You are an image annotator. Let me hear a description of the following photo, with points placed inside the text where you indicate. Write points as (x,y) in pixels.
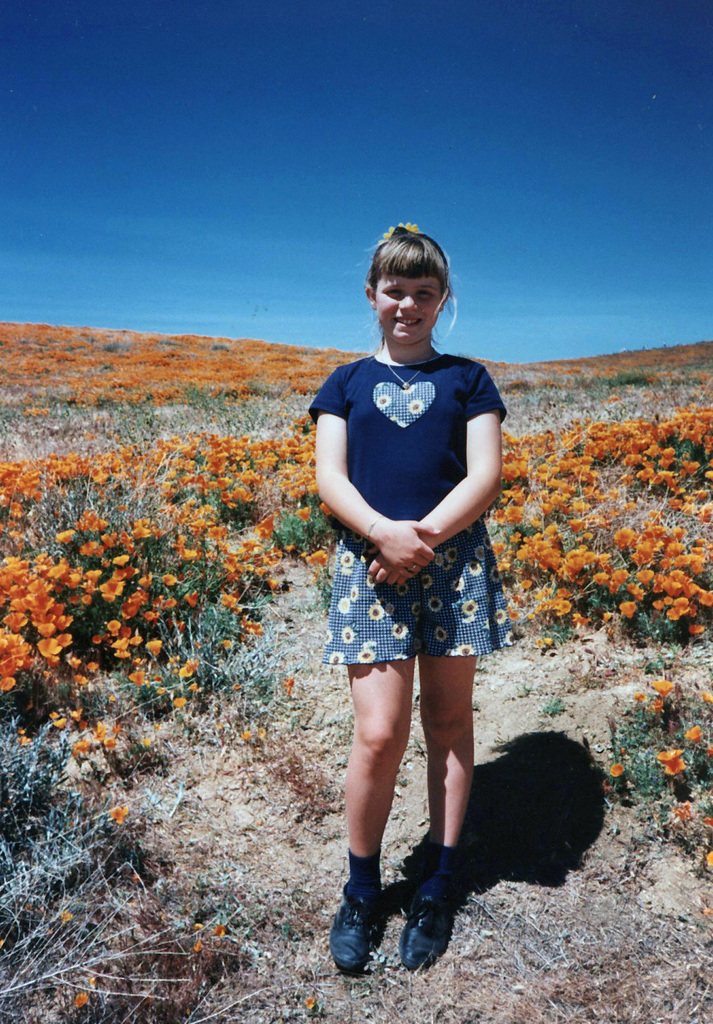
In this image there are plants (226,488) with orange color flowers (533,542). In the middle of the plants (309,508) there is a girl (371,357) standing on the ground (589,851). In the background of the image (289,244) there is a sky (531,222).
